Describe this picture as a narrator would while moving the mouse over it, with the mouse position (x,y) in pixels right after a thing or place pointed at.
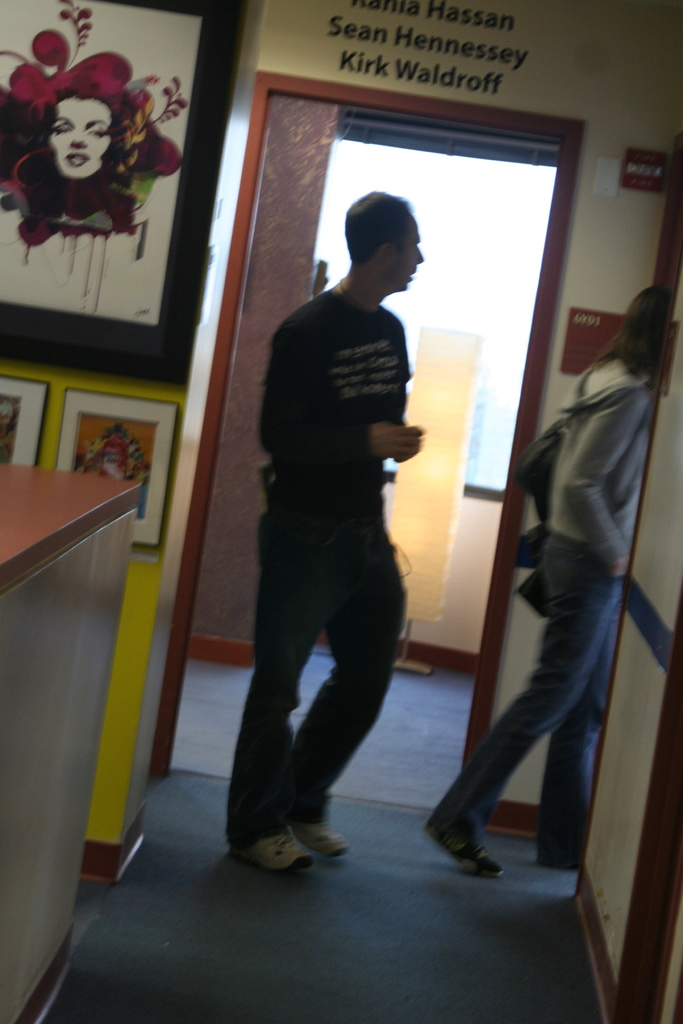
This image consist of two persons (322,531). In the front (339,655), the man (296,701) walking is wearing a black t-shirt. To the right (604,452), the woman (594,641) is walking. To the left (45,375), there is a yellow wall (49,409) on which the frames (79,317) are fixed. In the front (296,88), there is a door (488,119). At the bottom (356,988), there is a floor (372,937).
